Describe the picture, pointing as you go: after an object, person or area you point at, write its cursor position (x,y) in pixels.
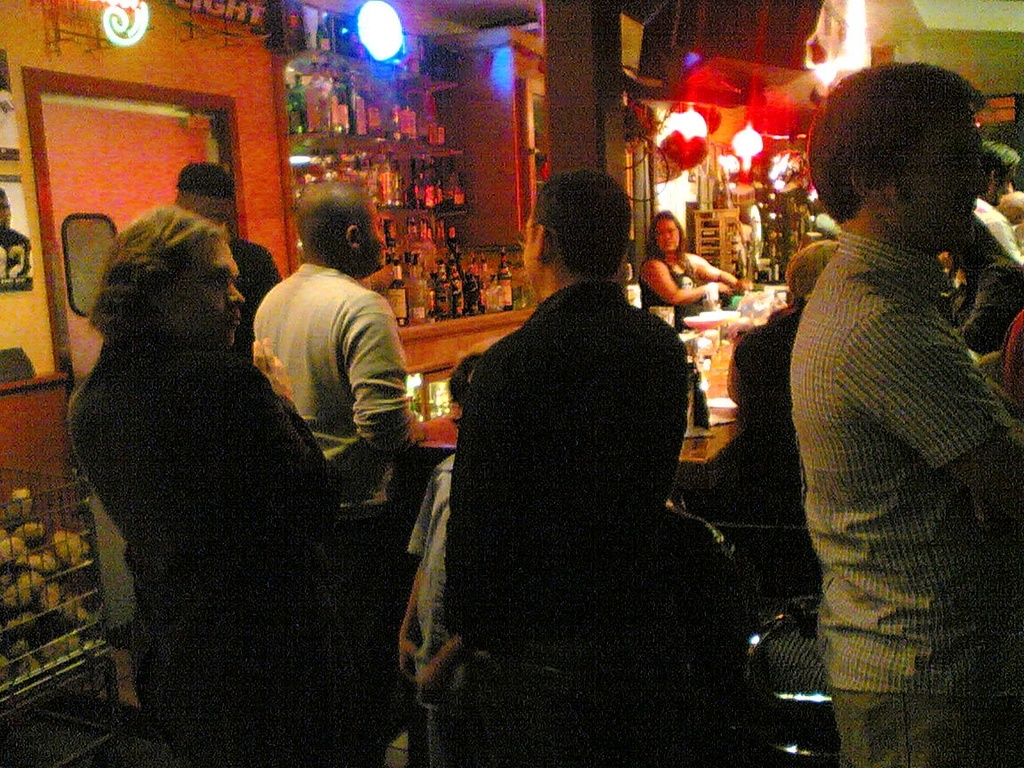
In this picture, we see many people (609,557) standing. Beside them, we see a table (693,453) on which plastic boxes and glasses (700,353) are placed. The woman (712,280) in the middle of the picture (655,297) wearing black T-shirt (674,307) is standing beside the table (720,335). Behind her, we see a rack (381,97) in which many alcohol bottles (420,308) are placed. At the top of the picture (372,12), we see the lights (369,6). This picture is clicked in the bar (487,244).
